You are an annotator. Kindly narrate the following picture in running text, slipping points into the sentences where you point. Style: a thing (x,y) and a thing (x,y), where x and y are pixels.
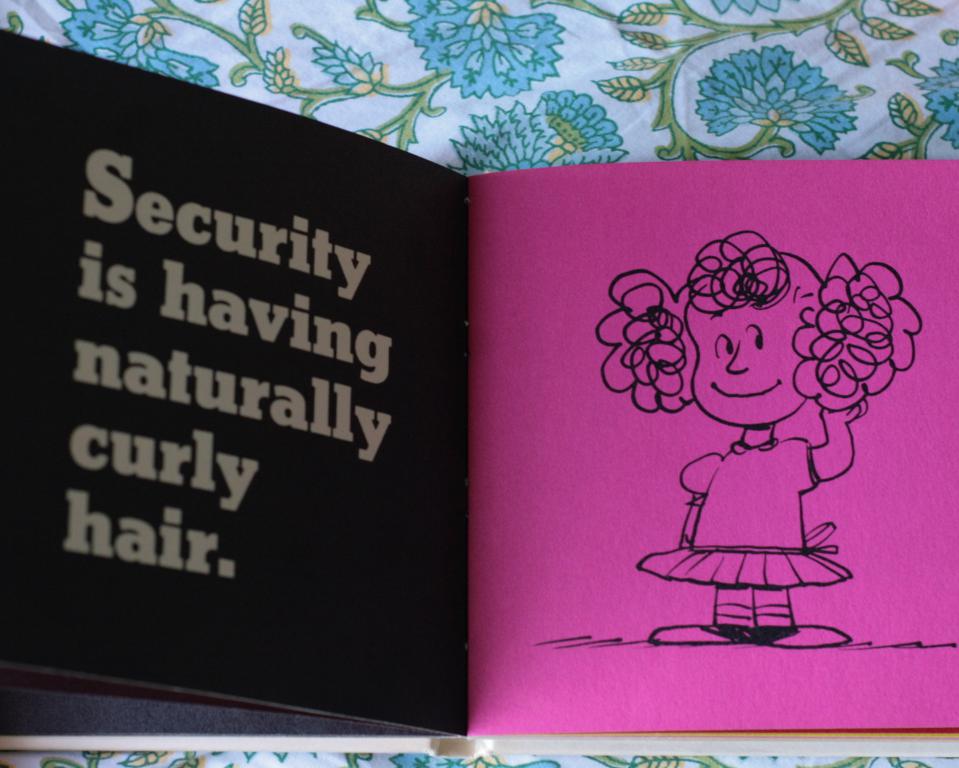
In this image we can see a book (352,329), there is a drawing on the pink paper (510,481), here some matter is written on it, there is the cloth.
